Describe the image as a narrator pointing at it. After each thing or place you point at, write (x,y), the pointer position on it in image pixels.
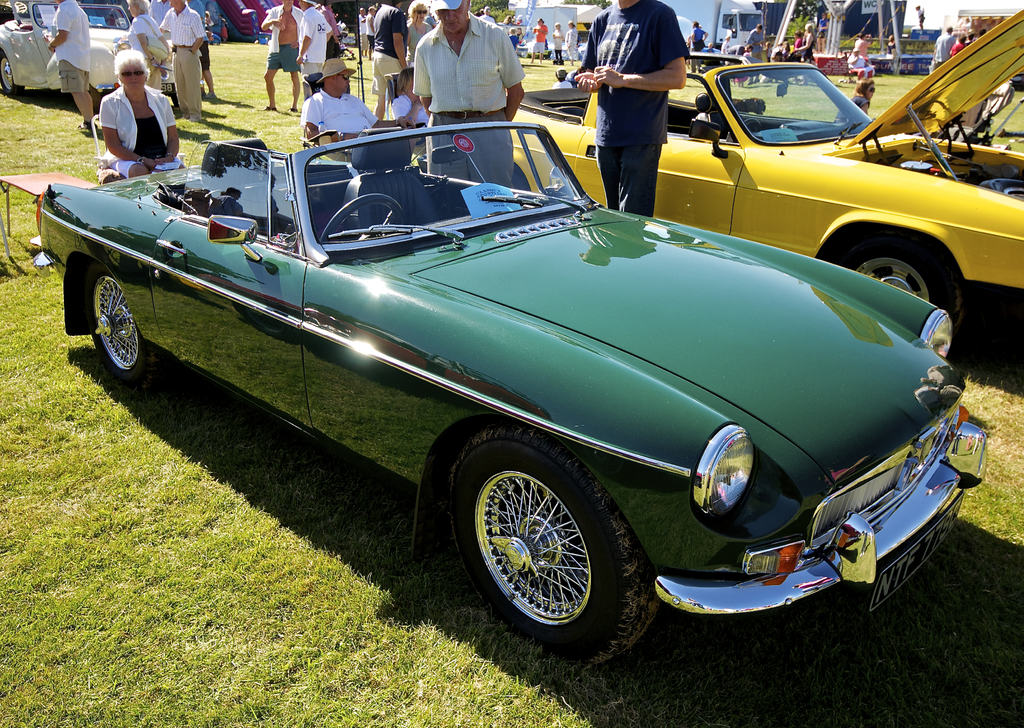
In this picture we can see there are some vehicles (434,235) and groups of people (326,39) on the grass (538,78). Some people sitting on chairs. Behind the people (591,42), there is another vehicle (744,23) and some objects (829,67).
